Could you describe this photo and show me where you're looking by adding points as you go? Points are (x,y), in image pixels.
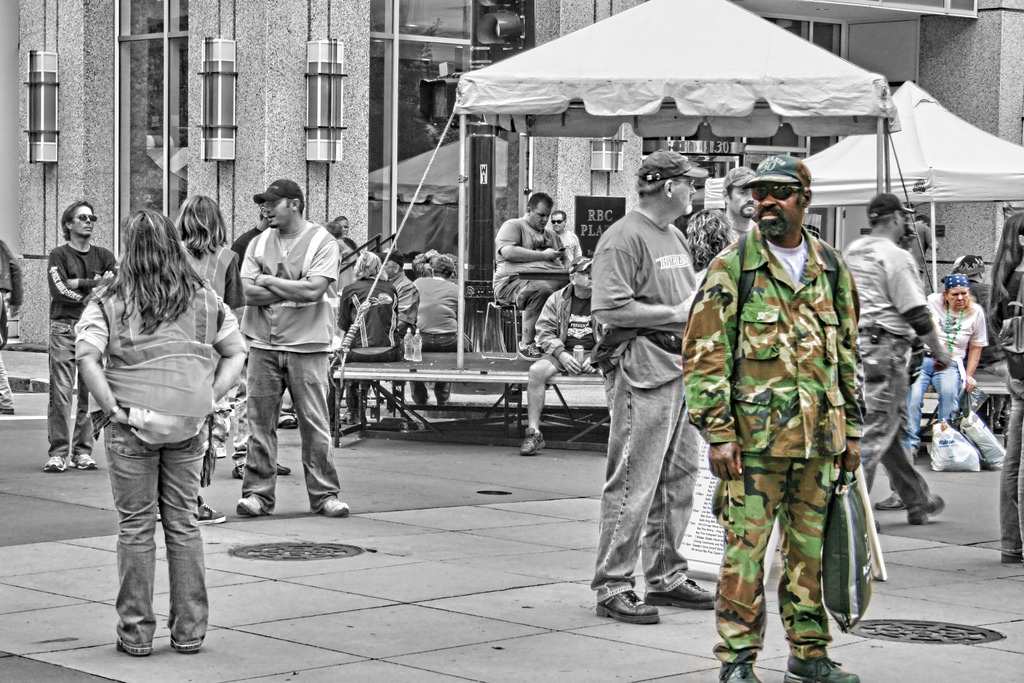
This is an edited image. In this image we can see a group of people (739,466) standing on the ground (559,499). We can also see some people (533,398) under the tents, the ropes (344,364), some bottles (415,351) on the stand (420,370) and a building (194,150).
